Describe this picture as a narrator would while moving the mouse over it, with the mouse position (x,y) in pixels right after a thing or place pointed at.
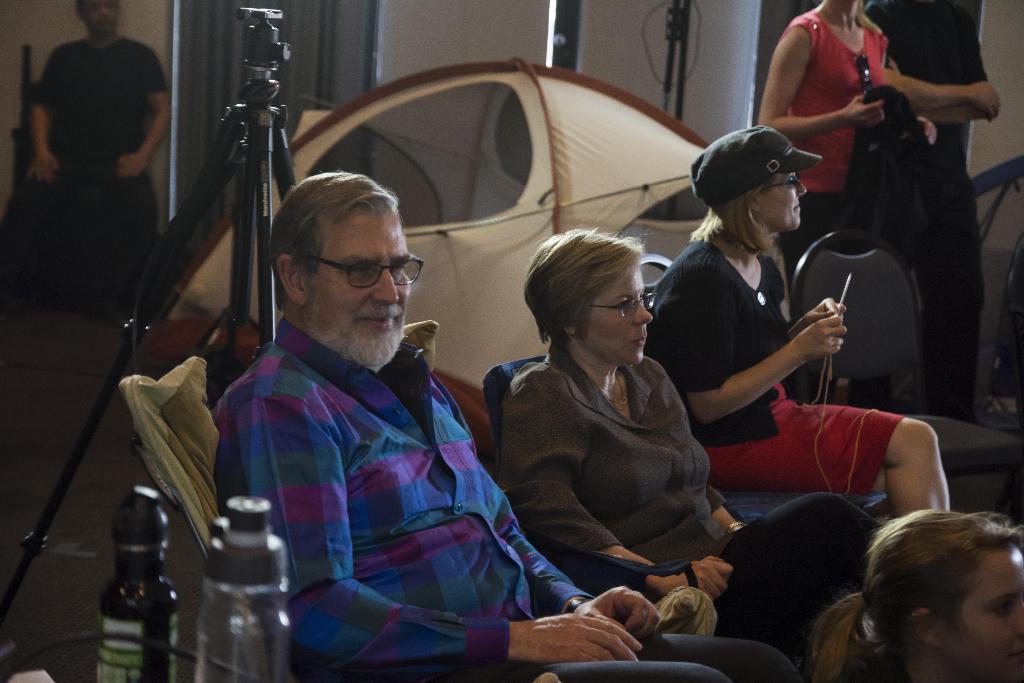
As we can see in the image there are few people (344,214) here and there and there are two bottles (245,636) over here.
